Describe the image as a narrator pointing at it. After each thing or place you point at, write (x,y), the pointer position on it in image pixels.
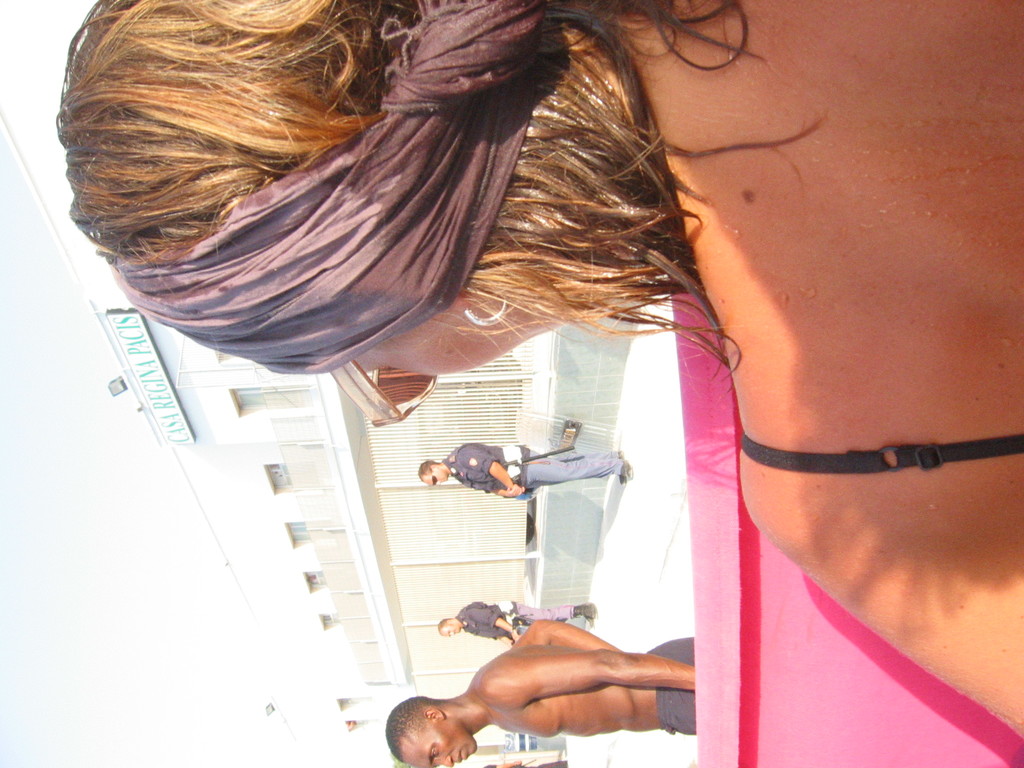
In this image we can see persons (533,641) on the floor (615,735). In the background (148,440) we can see building (195,496), name board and sky (74,654).
